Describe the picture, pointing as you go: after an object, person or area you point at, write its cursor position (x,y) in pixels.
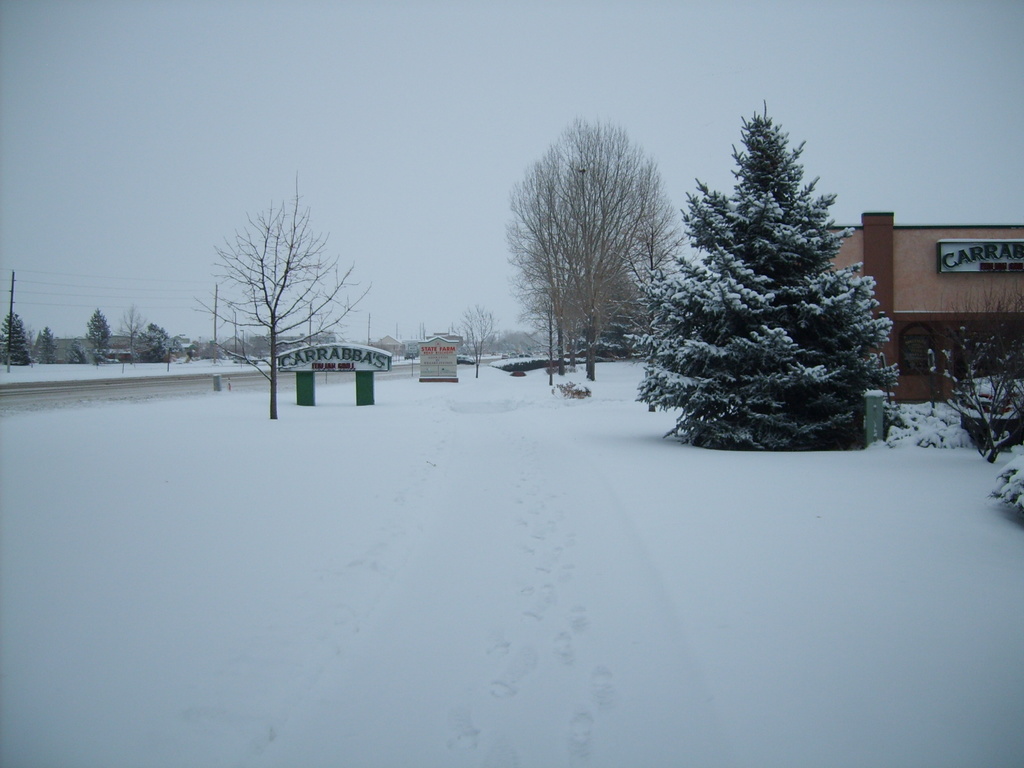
In this image I can see ground (609,546) full of snow (608,654) and on it I can see number of trees (798,404), number of poles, number of buildings (940,275), two boards (288,353), plants (982,355) and on these boards (282,364) I can see something is written. In the background (201,248) I can see wires (155,292) and the sky (526,158). On the right side of this image (923,245) I can see a board (945,255) on the building's wall (965,237) and on the board (955,247) I can see something is written.
